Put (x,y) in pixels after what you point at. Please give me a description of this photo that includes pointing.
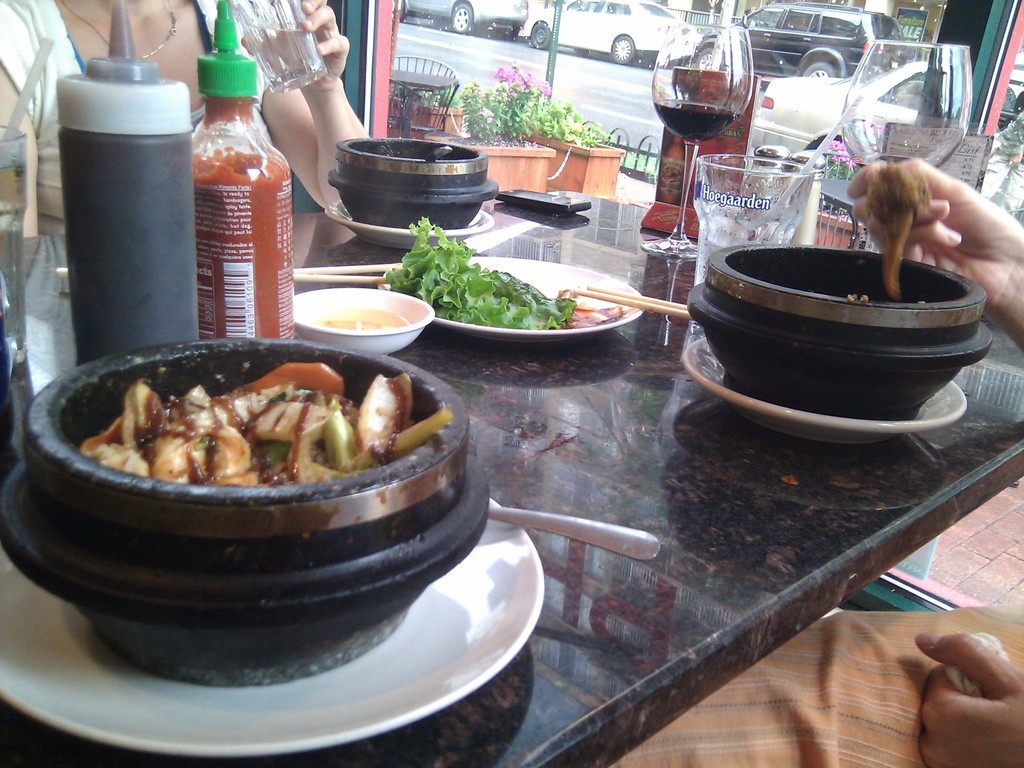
In the bottom left corner of the image (336,754) we can see a table (27,285), on the table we can see some plates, glasses (888,136), bowls (321,550) and mobile phone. In the plates (344,225) we can see food (462,252) and chopsticks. In the bottom right corner of the image (831,663) a person (1021,258) is sitting and holding some food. Behind the table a person (318,12) is sitting and holding a glass (278,44). At the top of the image (600,115) we can see a glass window (471,135). Through the glass window (462,83) we can see some plants (535,94) and vehicles (406,5) on the road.
